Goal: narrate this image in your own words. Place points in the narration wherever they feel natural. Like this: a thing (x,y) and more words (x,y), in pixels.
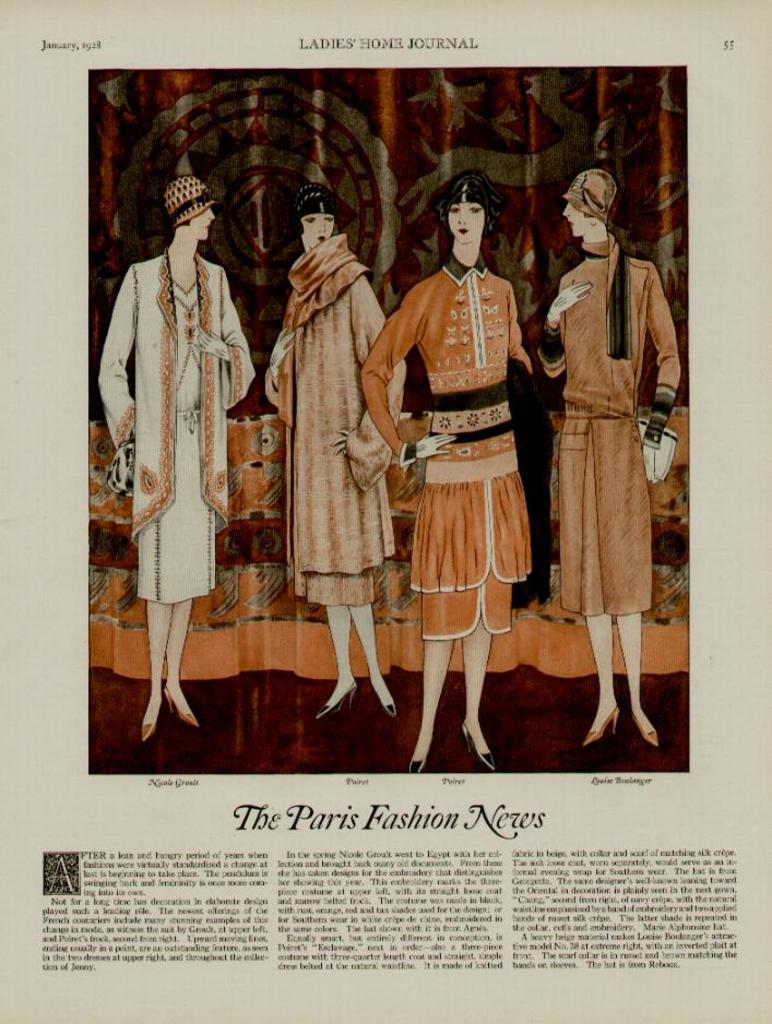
In this image we can see a paper (469,428) with pictures (408,371) of women (518,597) and some text (226,858) written in it.
